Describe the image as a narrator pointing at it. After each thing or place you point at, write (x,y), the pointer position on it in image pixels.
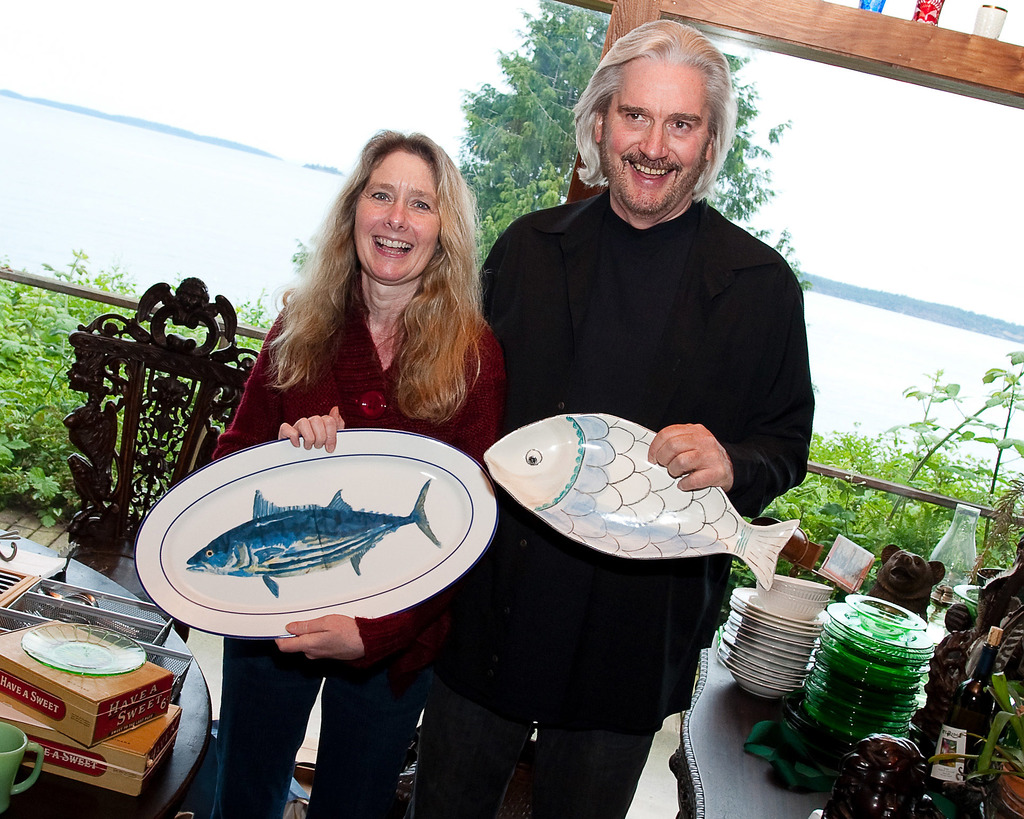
In this image, we can see a man (631,334) and a woman (461,433) standing and they are holding two objects (490,530) in their hands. We can see tables (712,795), there are some plates (893,682) and other objects (968,660) on the tables (701,812). We can see a chair (199,411) and there are some plants (42,418).
